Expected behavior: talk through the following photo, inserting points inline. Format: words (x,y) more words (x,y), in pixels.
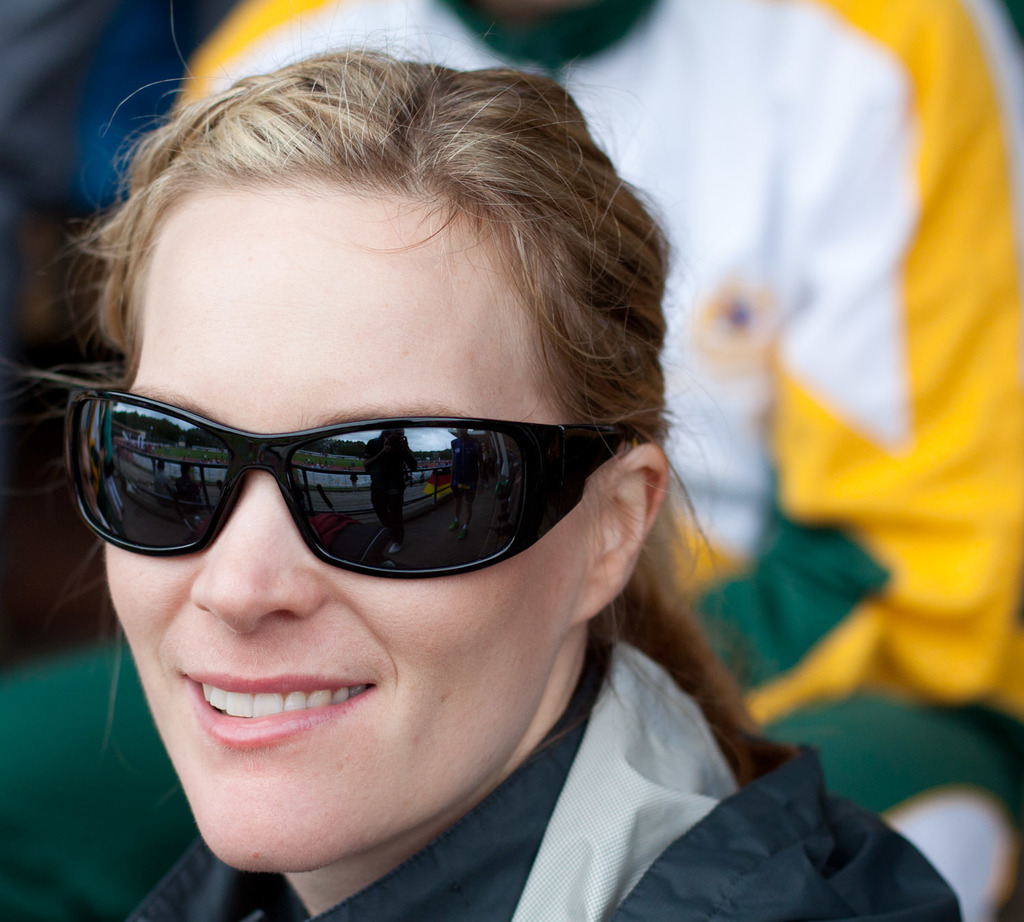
In this picture we can see few people (551,395), in the middle of the image (423,506) we can see a woman (328,595), she wore spectacles (355,525).
